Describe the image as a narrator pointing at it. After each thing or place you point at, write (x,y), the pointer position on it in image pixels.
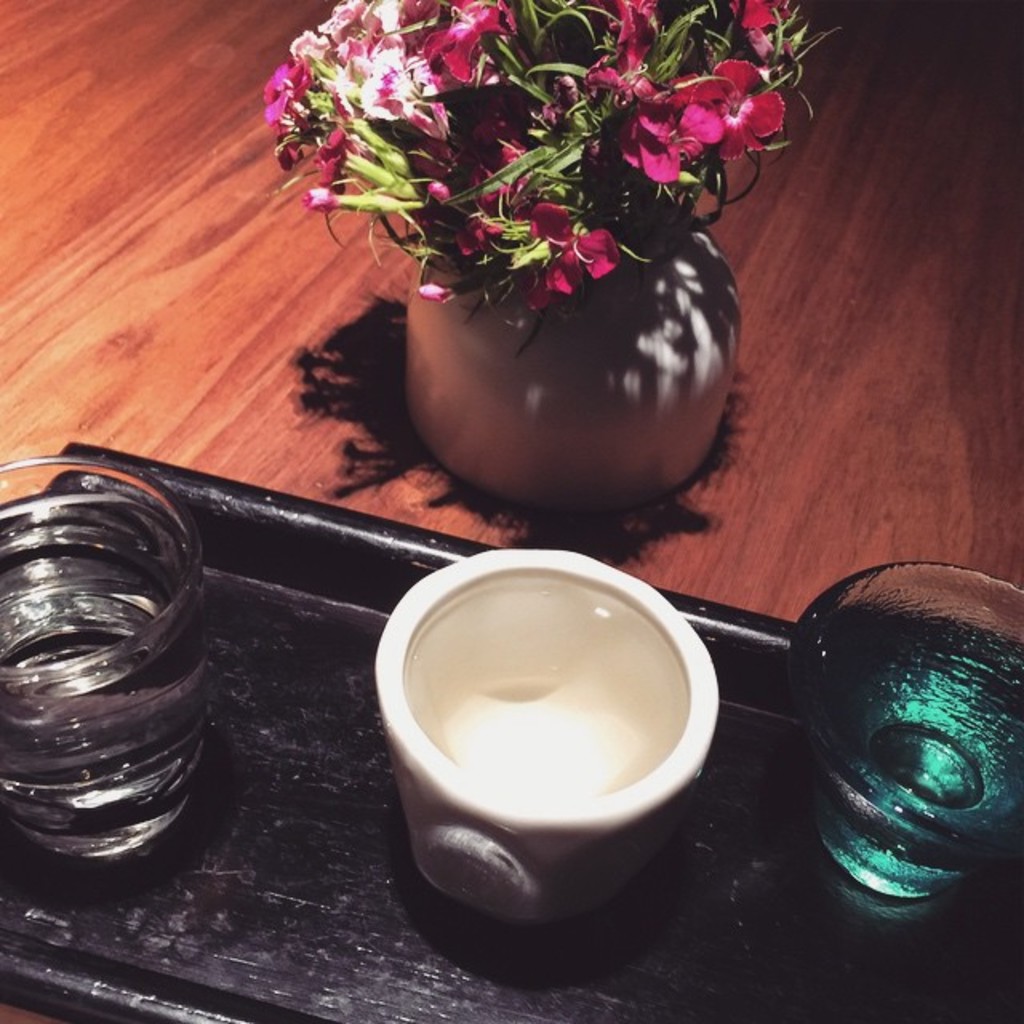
In this picture we can see bowls (906,628) on a black tray (900,1020). There is a flower vase (605,353) on a wooden surface (966,192).
